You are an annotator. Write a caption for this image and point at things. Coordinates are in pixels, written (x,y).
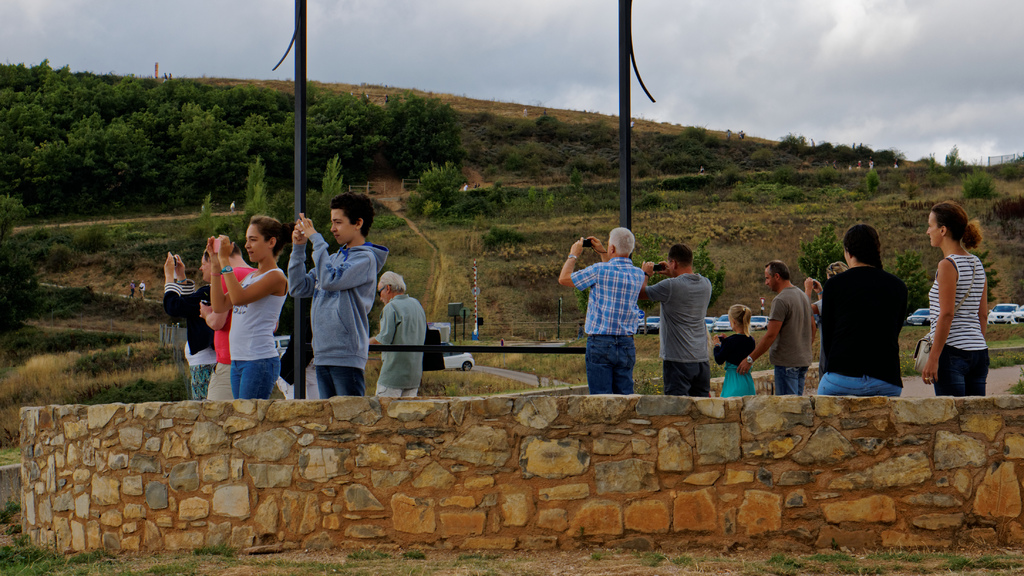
In this image I can see few people (408,339) taking pictures. I can see mountains (283,162), poles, rock wall (603,490), cars (723,324) and so many people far behind.
